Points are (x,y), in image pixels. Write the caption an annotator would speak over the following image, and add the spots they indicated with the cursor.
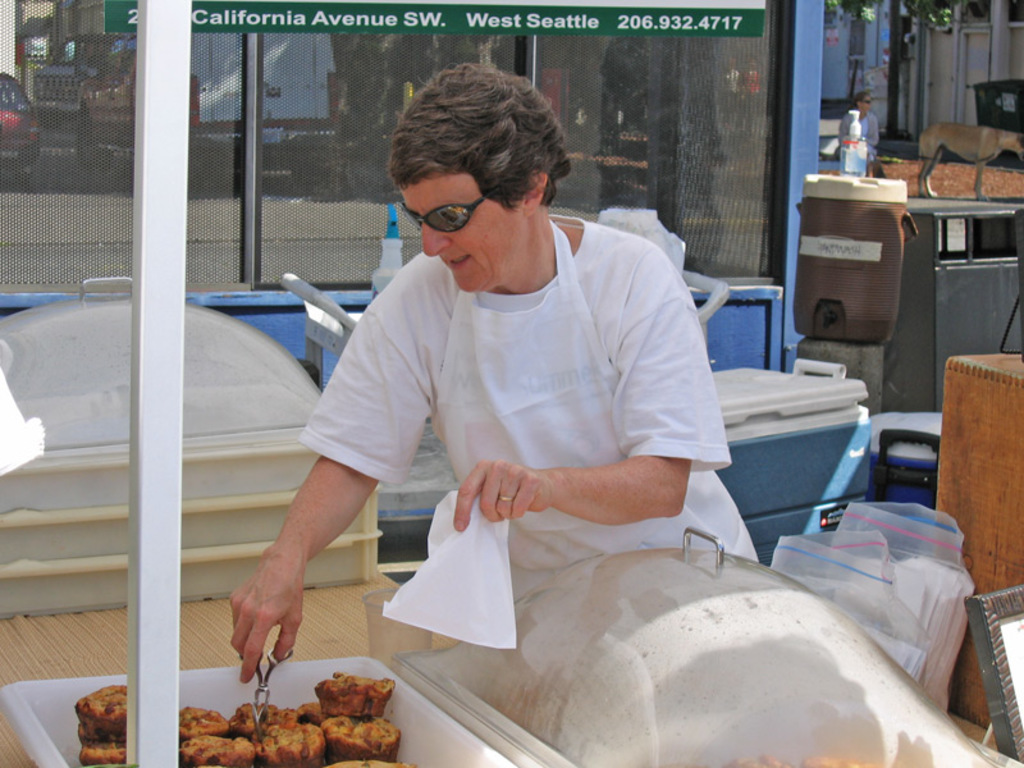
There is a person (359,419) standing and holding cover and tongs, we can see lids (672,652), food (385,686), covers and objects (1014,502) on the table (344,647). In the background (725,73) we can see boxes (852,432), water can (871,190), bottle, person (858,98), animal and glass (741,94), through this glass (291,228) we can see vehicles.
